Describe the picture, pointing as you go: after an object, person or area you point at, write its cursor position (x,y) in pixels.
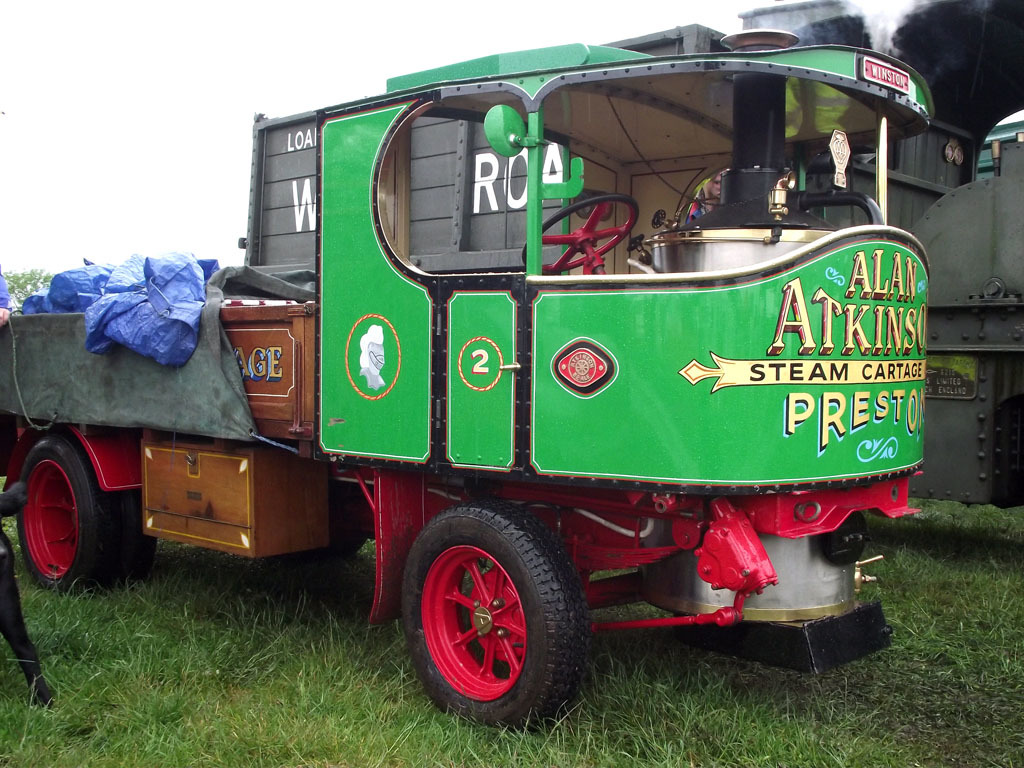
In this image there is a vehicle (574,359) in the center (462,365) which is green and brown in colour with some text (806,376) written on it. There is grass (295,647) on the ground (292,673) and the sky (191,105) is cloudy.
